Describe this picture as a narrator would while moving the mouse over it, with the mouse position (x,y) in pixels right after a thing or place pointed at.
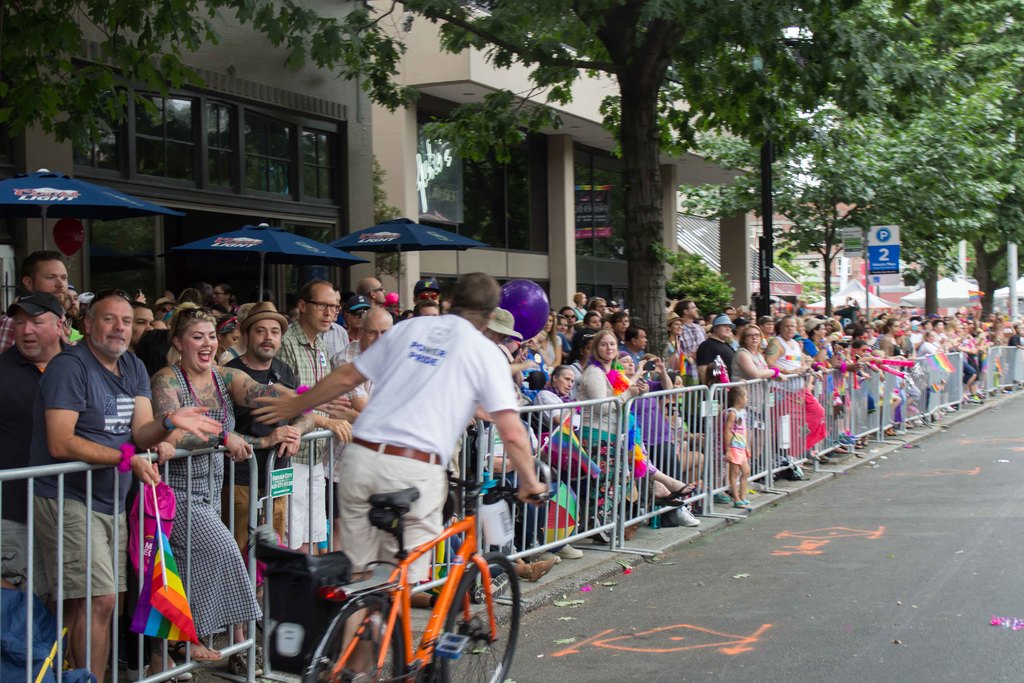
In this image, we can see a crowd (807,322) in front of barricades (101,466). There is a person (422,387) and bicycle (441,603) at the bottom of the image (440,637). There are umbrellas (419,242) on the left side of the image (276,248). There is a building (407,167) in the middle of the image (563,231). There are trees (988,141) in the top right of the image (984,151).
